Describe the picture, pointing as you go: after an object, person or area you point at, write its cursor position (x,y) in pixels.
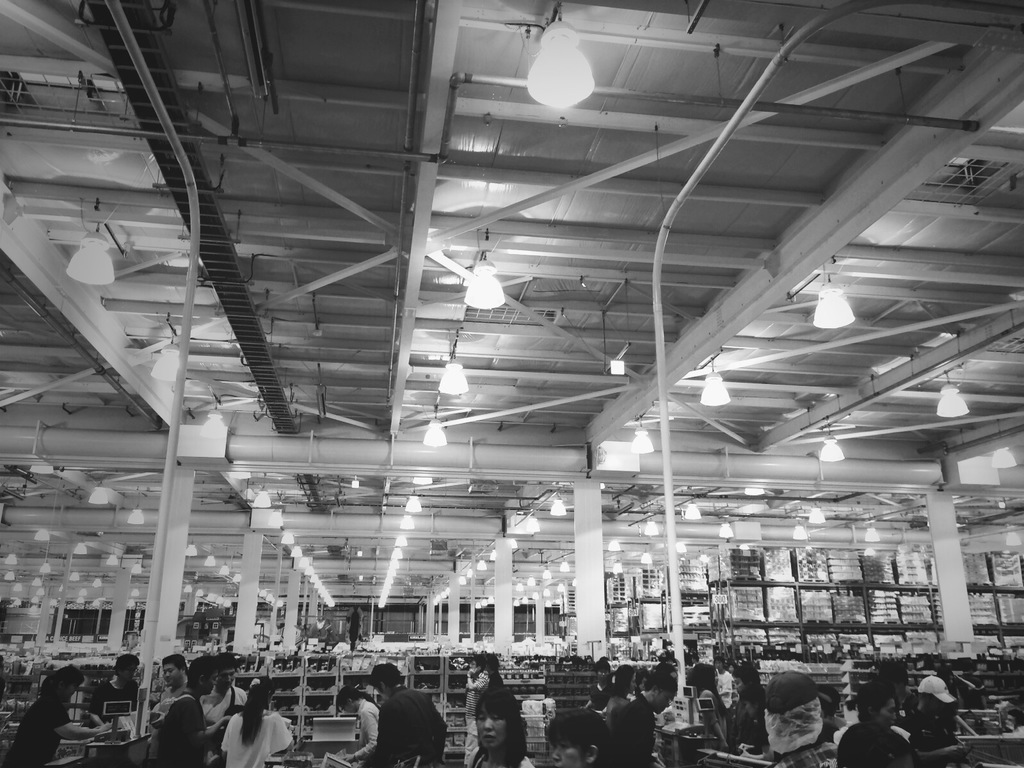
This is the black and white image where we can see many people (863,730) in the store (680,678), we can see shelves (931,667) with products (6,653), rods (340,280) and the lights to the ceiling (366,252).
